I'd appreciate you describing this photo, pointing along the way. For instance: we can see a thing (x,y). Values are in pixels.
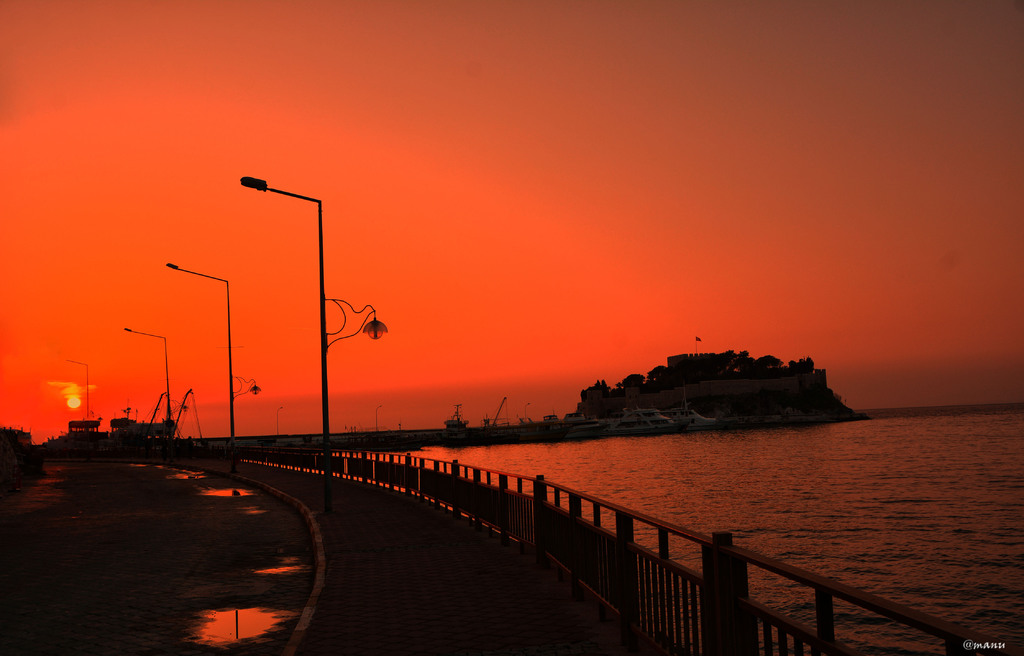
In this image, we can see the ground (388,539). We can see some poles (232,446) with lights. We can see the fence (802,573) and some water (777,490). There are a few ships (607,430) sailing on the water (603,447). We can see a hill (720,360) with some trees (719,366). We can also see the sky (67,349) and the sun (72,400).
